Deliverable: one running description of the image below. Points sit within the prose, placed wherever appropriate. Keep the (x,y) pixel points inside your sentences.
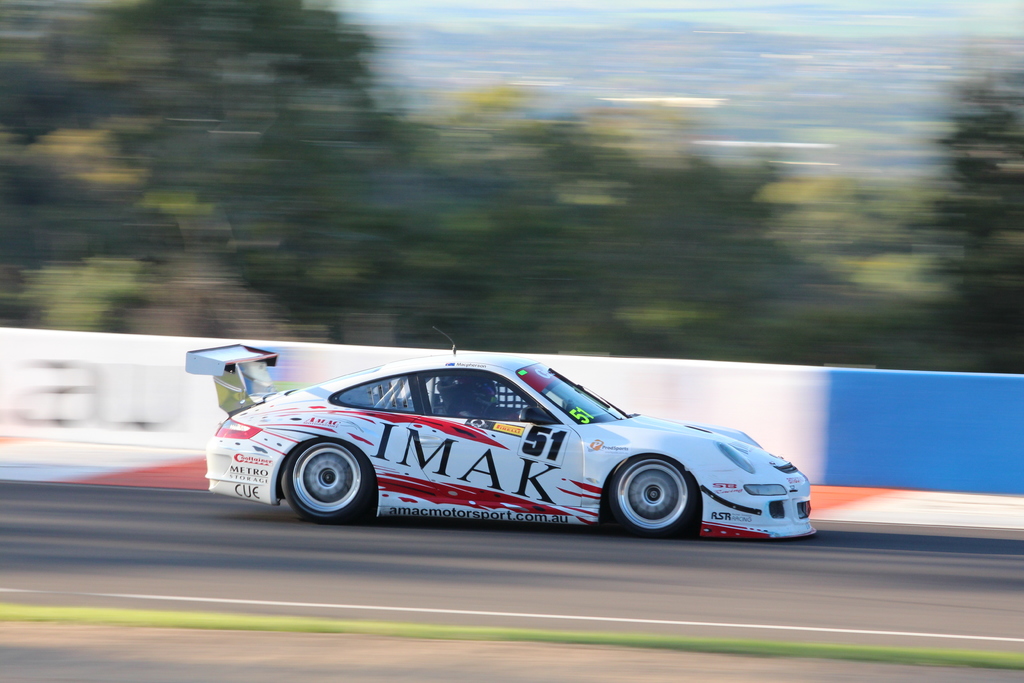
In this image there is a white color car (361,510) on the road (306,605) as we can see on the bottom of this image (384,534). There is a wall (716,411) in middle of this image (657,403) and there are some trees (788,308) on the top of this image (408,117).
